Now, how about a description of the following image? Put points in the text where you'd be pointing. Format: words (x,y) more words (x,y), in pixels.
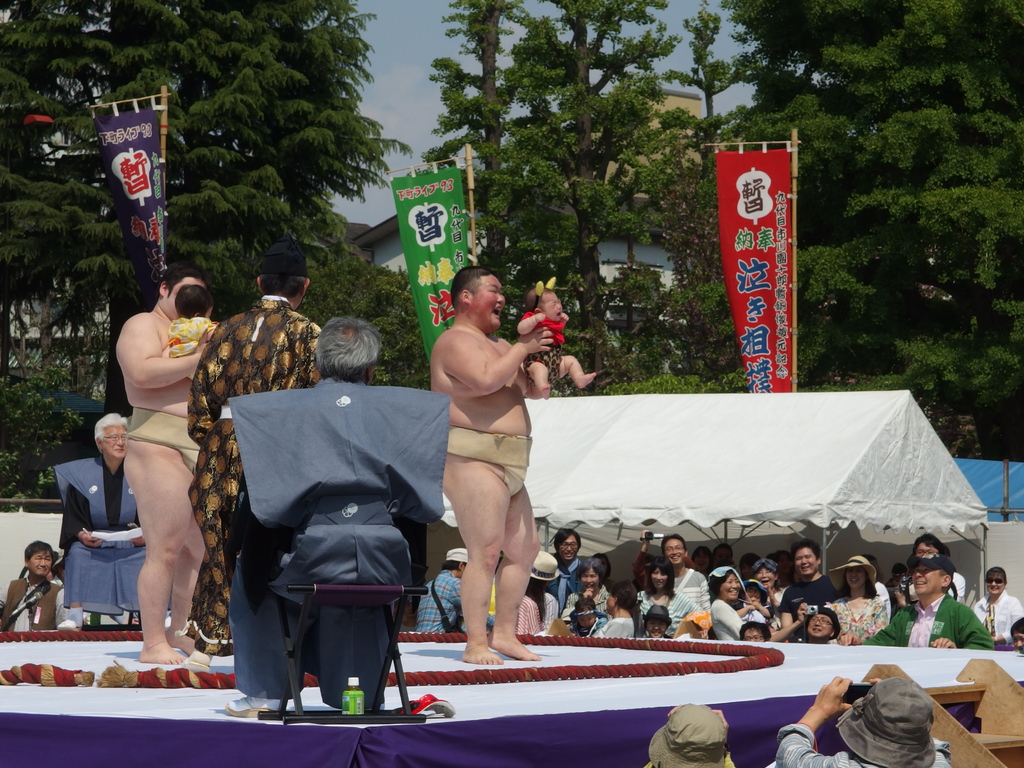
There are two persons (484,344) who are in underwear (147,416), holding babies (180,315), near a person (284,276) who is standing on the stage (137,653) and a person (390,419) who is sitting, on the stage (496,707). Around this stage (543,700), there are persons (57,586) standing and watching them. In the background (597,441), there is white color tent (748,432), there are banners (759,330) arranged, there are trees (863,266), buildings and there is blue sky (395,16).
